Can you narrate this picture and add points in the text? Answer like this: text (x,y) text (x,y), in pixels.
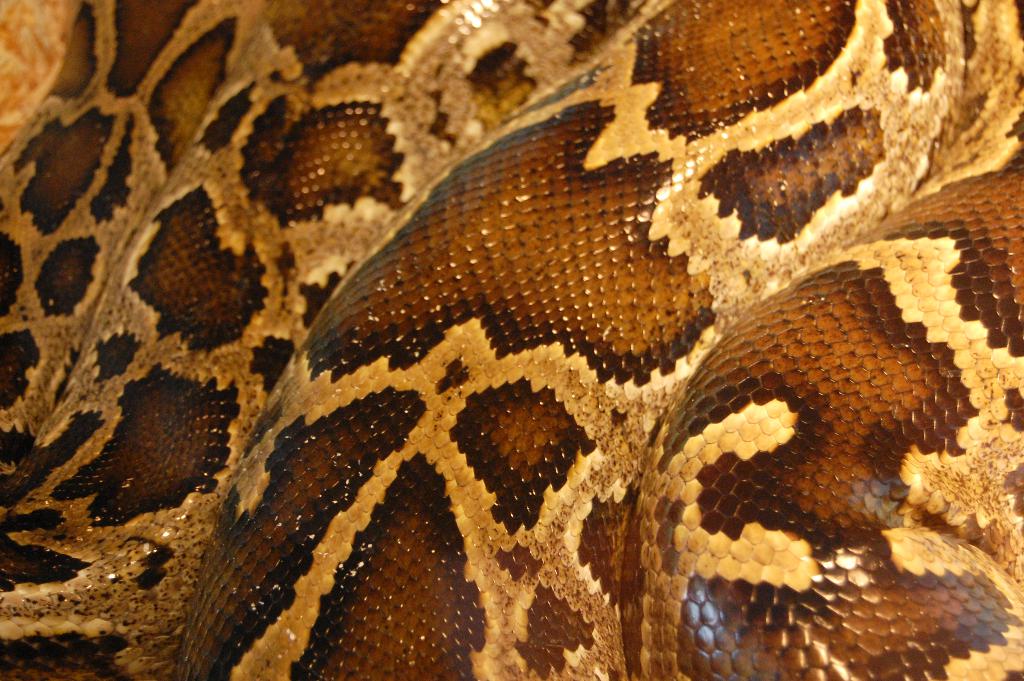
In this image I can see a snake skin (554,235) in brown and cream color.
